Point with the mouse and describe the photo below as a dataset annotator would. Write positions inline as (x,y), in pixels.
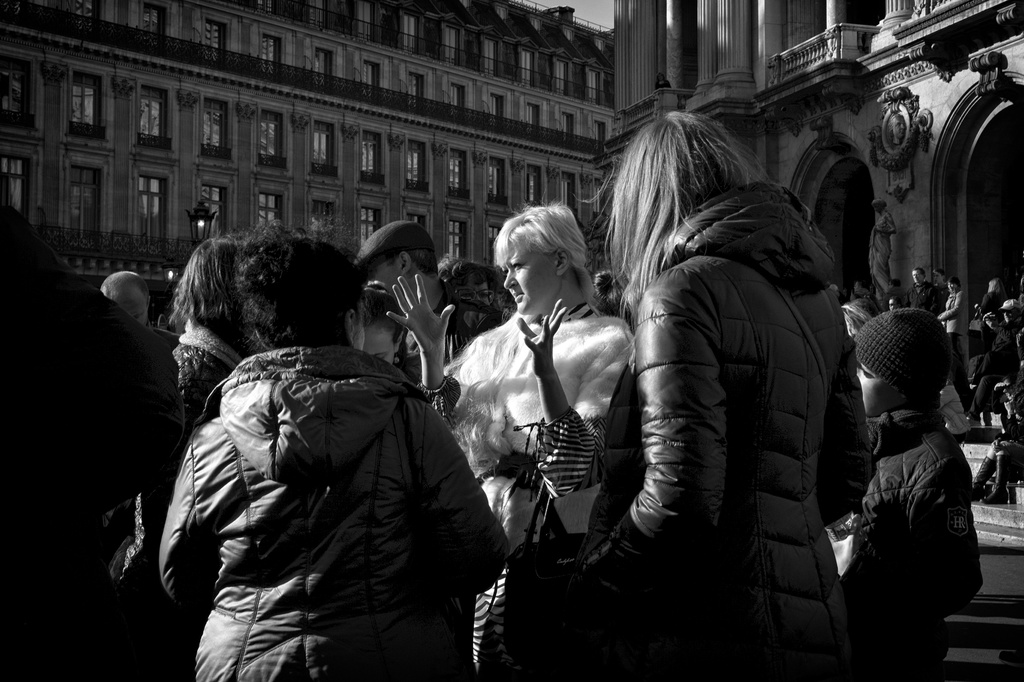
In this picture I can see there are few people (580,414) standing. And there are buildings (414,174) in the background (431,167).
